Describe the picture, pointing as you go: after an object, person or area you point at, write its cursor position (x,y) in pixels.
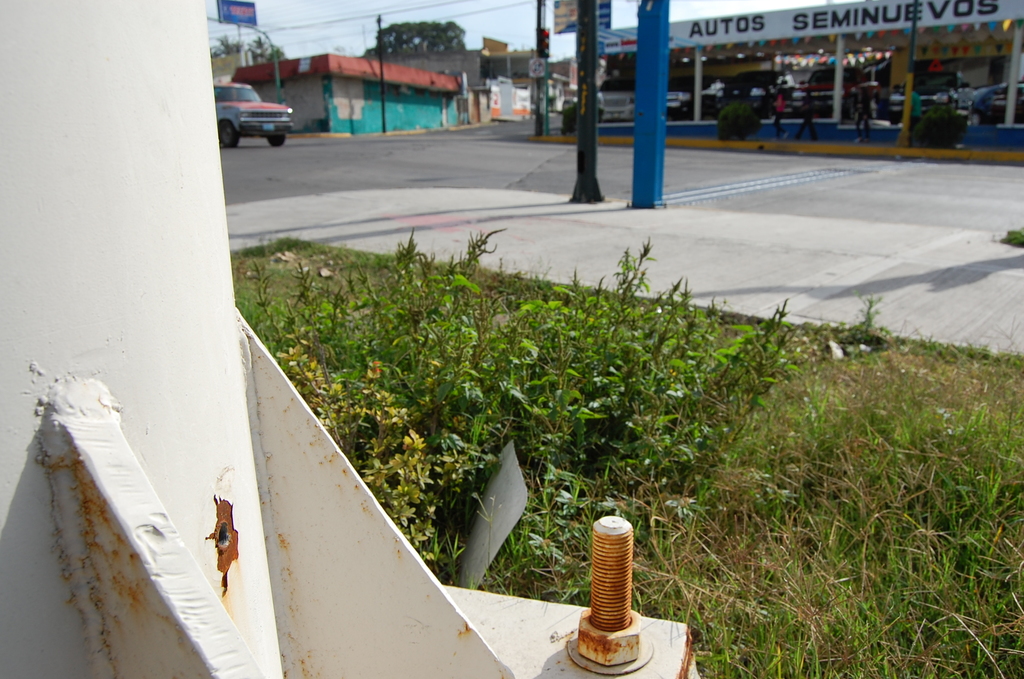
In this image, we can see a vehicle (236,109) on the road (284,154) and in the background (482,43), there are buildings (498,46), trees (400,38), poles (639,68) and boards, some people (857,126) and there are bushes (585,300). At the bottom (864,489), there are plants (609,422) and we can see a bolt (594,597) and a pole (276,402).
